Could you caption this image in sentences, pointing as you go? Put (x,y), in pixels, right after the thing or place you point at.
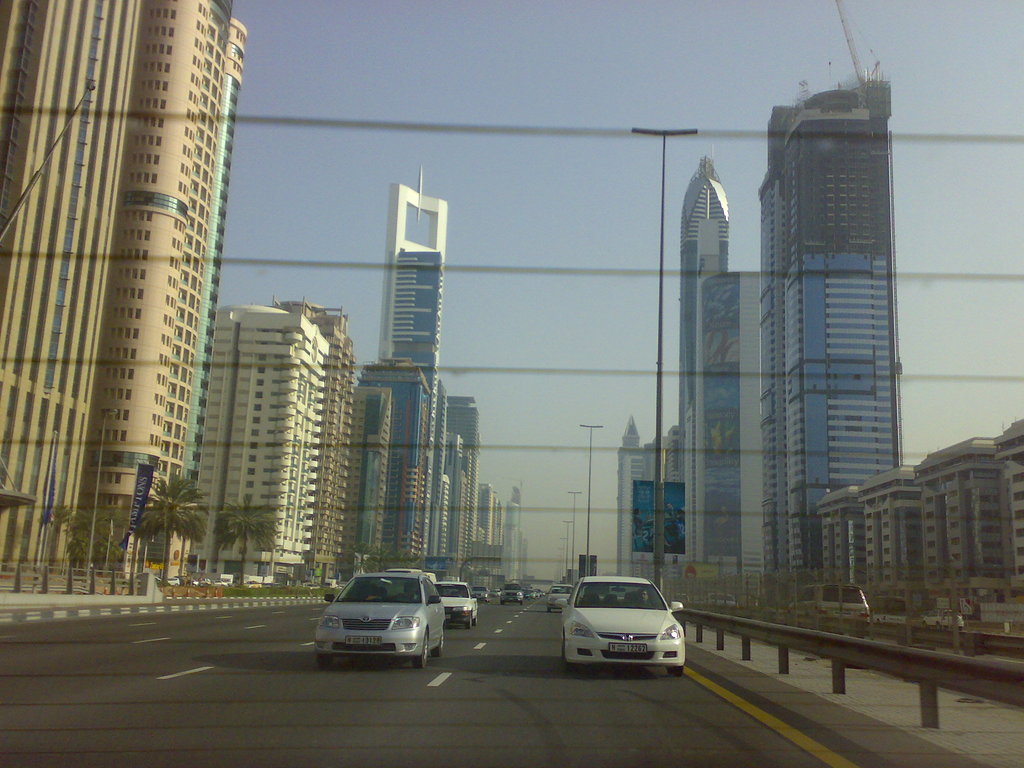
This is an outside view. At the bottom (380,643) there are many cars (567,626) on the road (498,659). On both sides of the road (492,703) there are many poles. On the right side (928,712) there is a railing (919,672) on the footpath (985,752). In the background (241,485) there are many buildings (101,371) and also there are some trees (234,526). At the top of the image (487,82) I can see the sky (389,82).
